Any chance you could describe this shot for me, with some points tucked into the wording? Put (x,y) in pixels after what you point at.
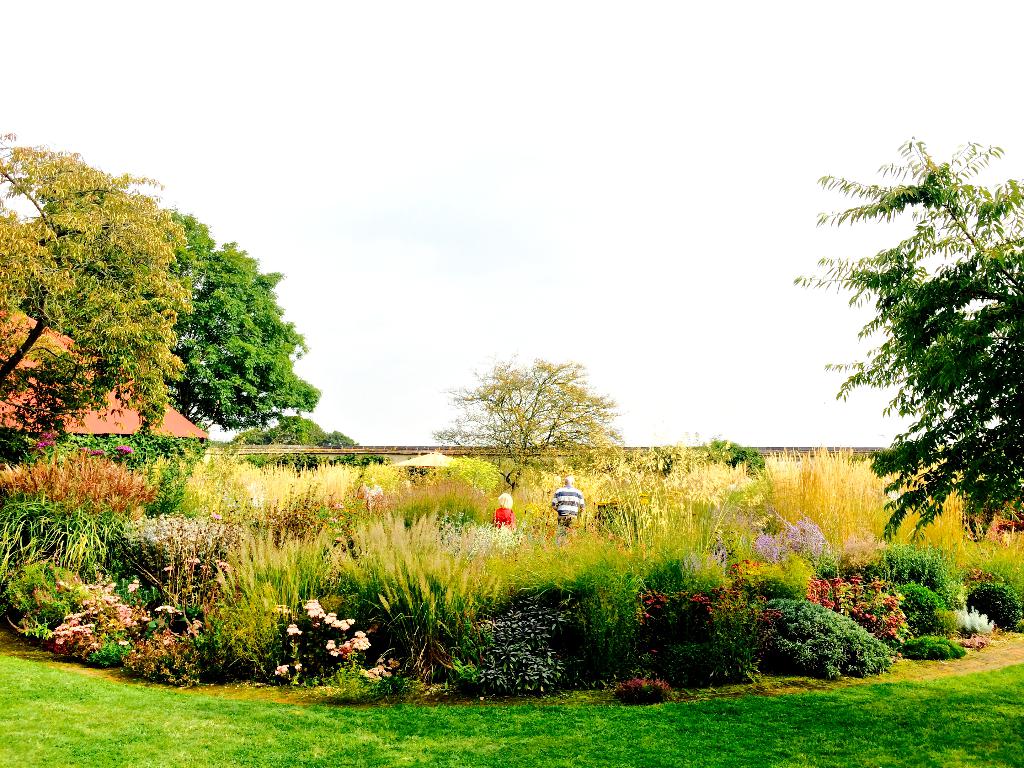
In this image we can see two people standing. We can also see some plants (608,628), a group of trees (920,468), a roof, a wall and the sky (529,282).
